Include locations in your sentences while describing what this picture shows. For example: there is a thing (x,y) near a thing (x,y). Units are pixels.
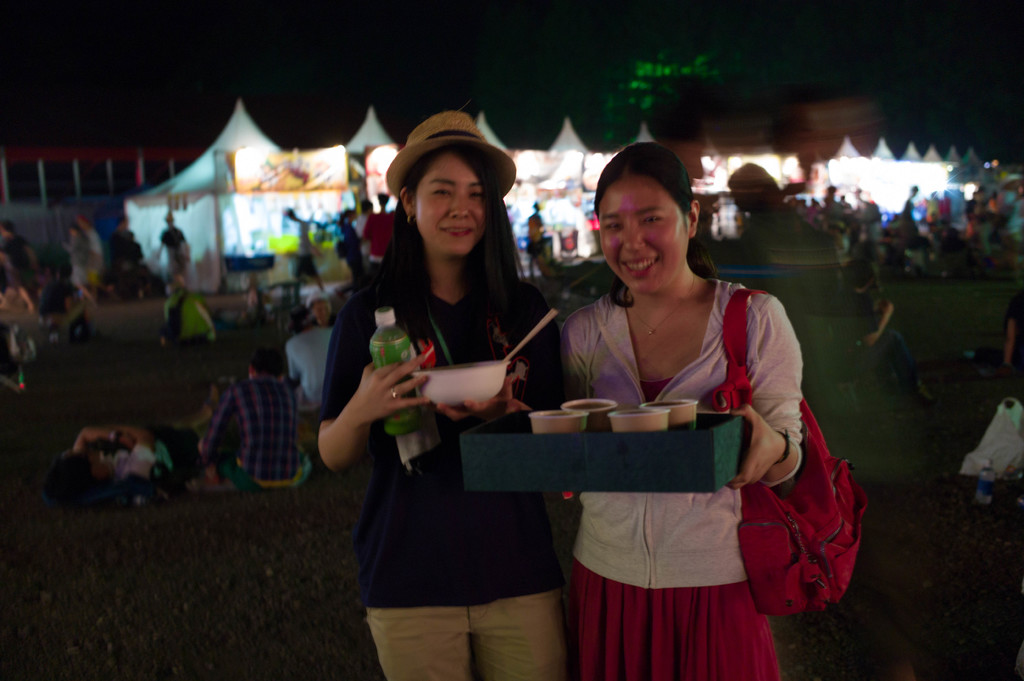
In this image we can see there are two people (538,335) standing with a smile on their face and they are holding some objects (567,419) and a bag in their hand (757,474), behind them there are a few people (275,373) standing, walking and some are sitting on the floor (234,503). In the background (235,194) there are few stalls (267,147).
